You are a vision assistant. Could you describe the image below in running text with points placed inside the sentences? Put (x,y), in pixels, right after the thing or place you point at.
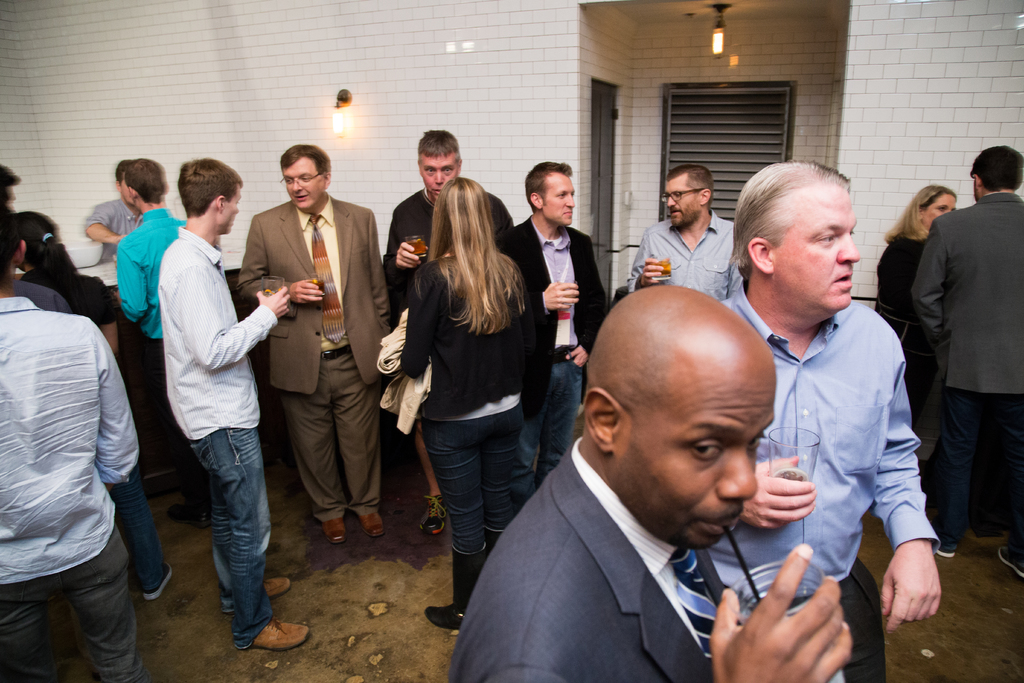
In this picture I can see number of people (534,264) who are standing and I see that most of them are holding glasses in their hands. In the background (356,180) I can see the wall (625,36) and I see the lights (715,35).
